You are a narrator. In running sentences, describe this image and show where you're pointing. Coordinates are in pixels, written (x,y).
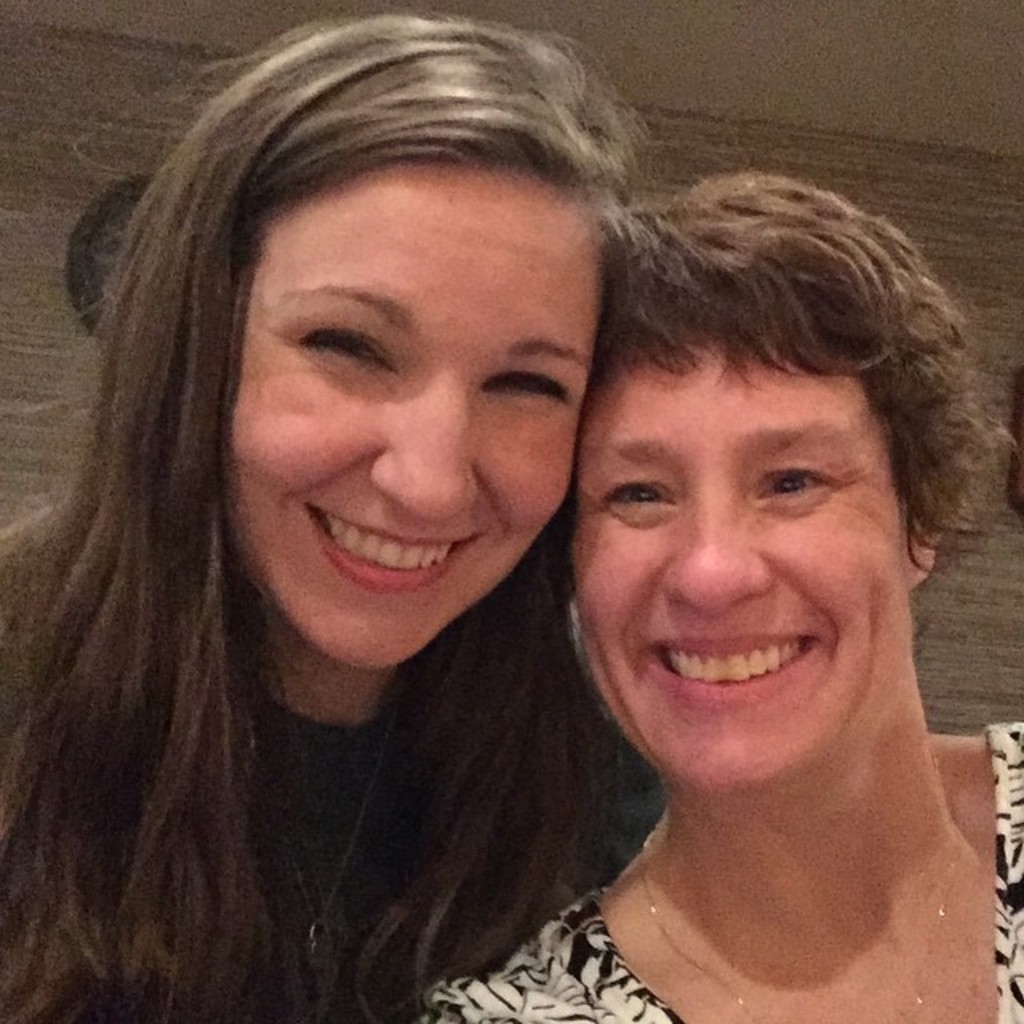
In this picture we can see two women (377,588) smiling and in the background (862,58) we can see the wall (830,171).
